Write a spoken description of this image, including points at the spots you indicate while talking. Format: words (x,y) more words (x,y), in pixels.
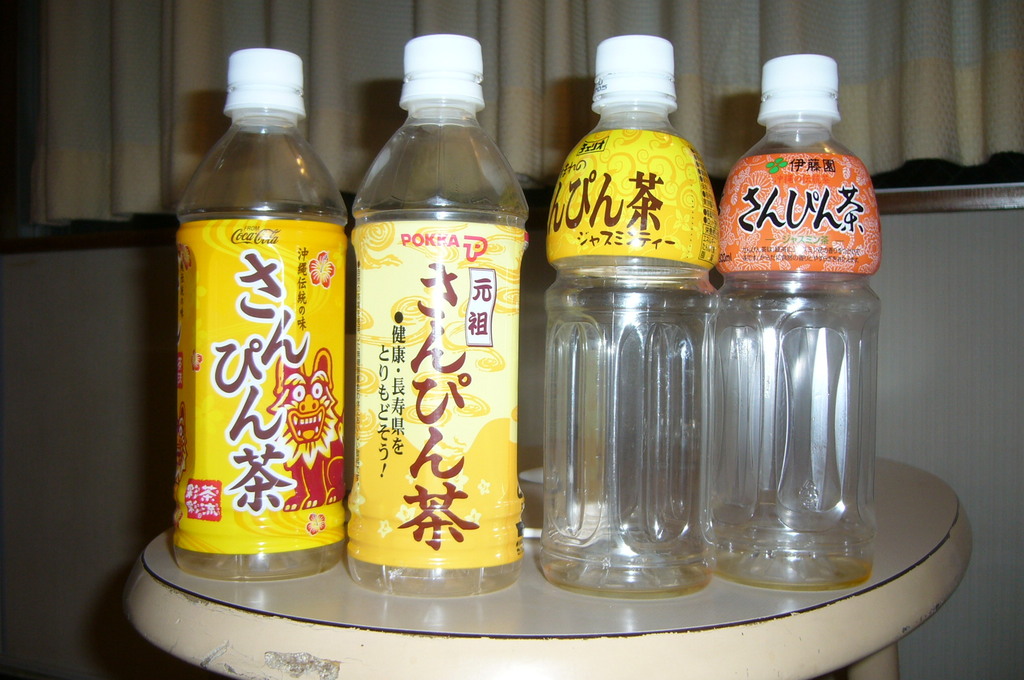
In the foreground of the picture (393,603) there is a table (540,591), on the table (892,524) there are empty water bottles (502,268). In the top (90,44) background (76,42) there is a curtain (435,25). Below the curtain (822,29) there is a wall (100,418).
